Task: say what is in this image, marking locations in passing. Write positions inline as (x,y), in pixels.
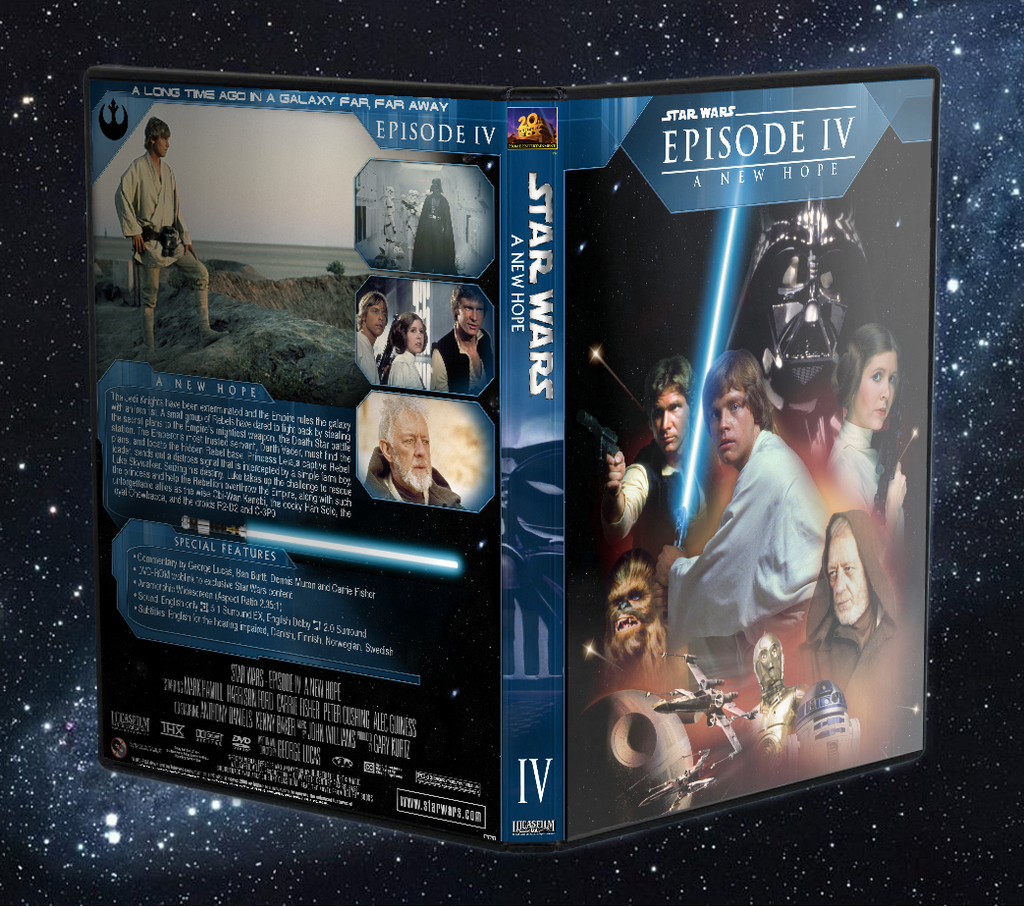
In this picture there is an object (340,494) which has few images (906,707) and some thing (551,210) written on it and there is star wars a new hope written in middle of it and there are few white lights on the black surface (805,830) in the background (275,871).
